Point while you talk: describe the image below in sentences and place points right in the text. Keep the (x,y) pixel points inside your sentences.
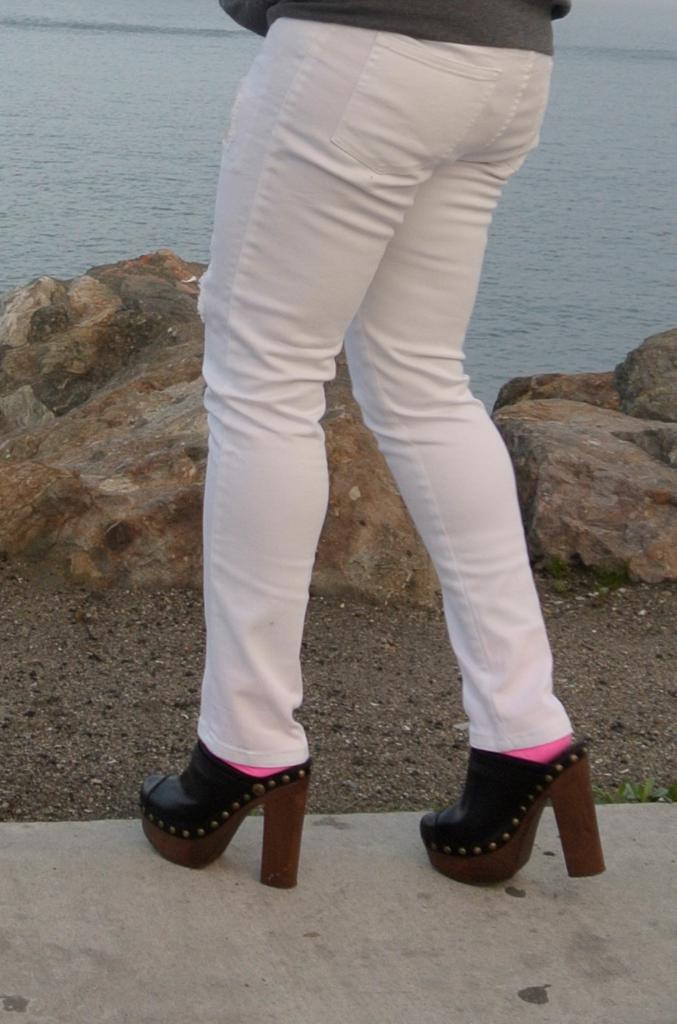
In this image there is a girl (402,273) wearing high heels (199,804) and walking on a road (596,983), in front of her there are rocks (186,398) and the sea (488,383).
